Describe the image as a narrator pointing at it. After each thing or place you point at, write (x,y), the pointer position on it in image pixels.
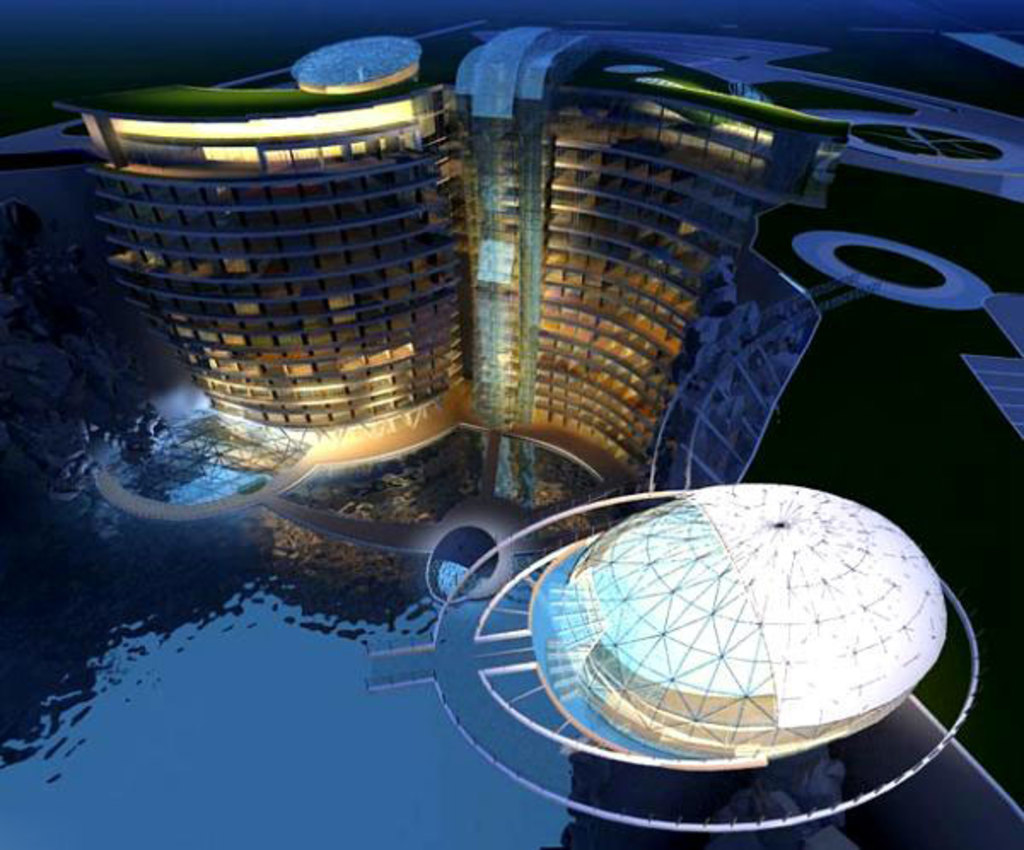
In this image there is water (195,827) and architectural buildings (791,491).
